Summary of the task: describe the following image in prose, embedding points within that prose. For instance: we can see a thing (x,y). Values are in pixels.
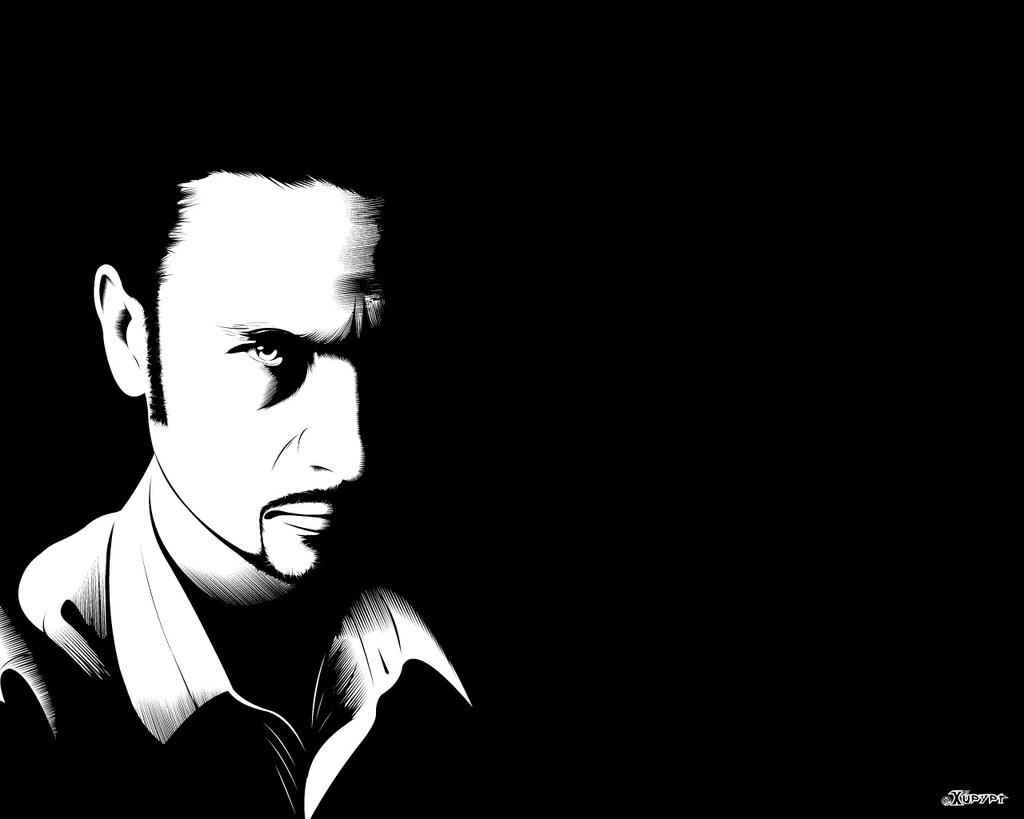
In this black and white edited image there is a man (183,558). The background (971,765) is dark. In the bottom right (998,797) there is text (957,794) on the image.
